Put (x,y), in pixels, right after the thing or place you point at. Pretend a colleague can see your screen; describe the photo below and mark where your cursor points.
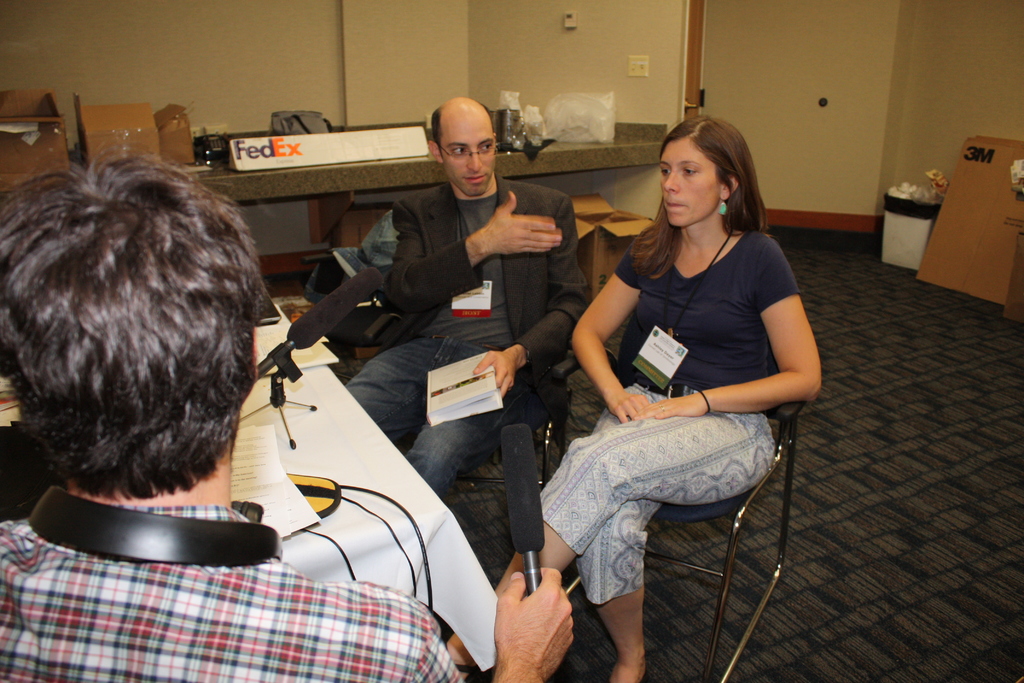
In this picture we can see man (513,278) and woman (583,340) sitting on chair (533,416) here man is holding mic (505,437) in his hand (512,622) and in front of them there is table (295,427) and on table (328,533) we can see paper (259,433), wire (365,490), mic stand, book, boxes (280,151), plastic covers (578,125) and in background (391,29) we can see wall (799,69), bin (902,220).
